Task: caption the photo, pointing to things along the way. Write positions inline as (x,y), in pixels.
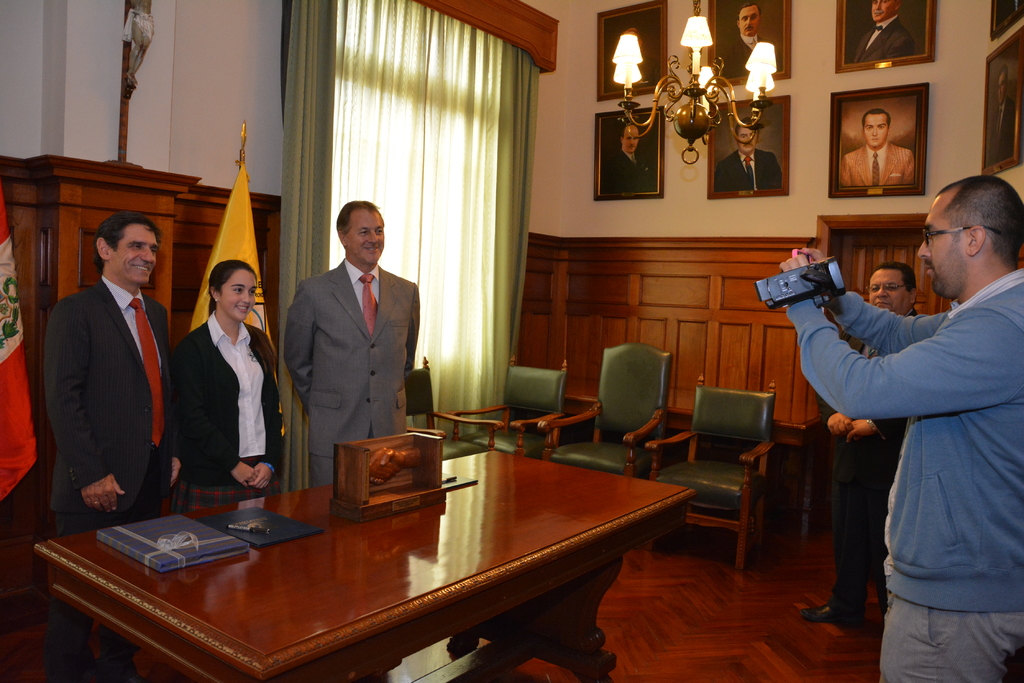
In this image I can see few people (1008,532) are standing and also I can see smile on few faces (379,246). I can see most of them are wearing suit (80,359) and tie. Here I can see he is holding a camera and wearing specs (962,228). I can also see a table (491,515), few chairs (563,413), few flags (9,254), few lamps (629,109) and few frames (608,60) on this wall (707,280).
